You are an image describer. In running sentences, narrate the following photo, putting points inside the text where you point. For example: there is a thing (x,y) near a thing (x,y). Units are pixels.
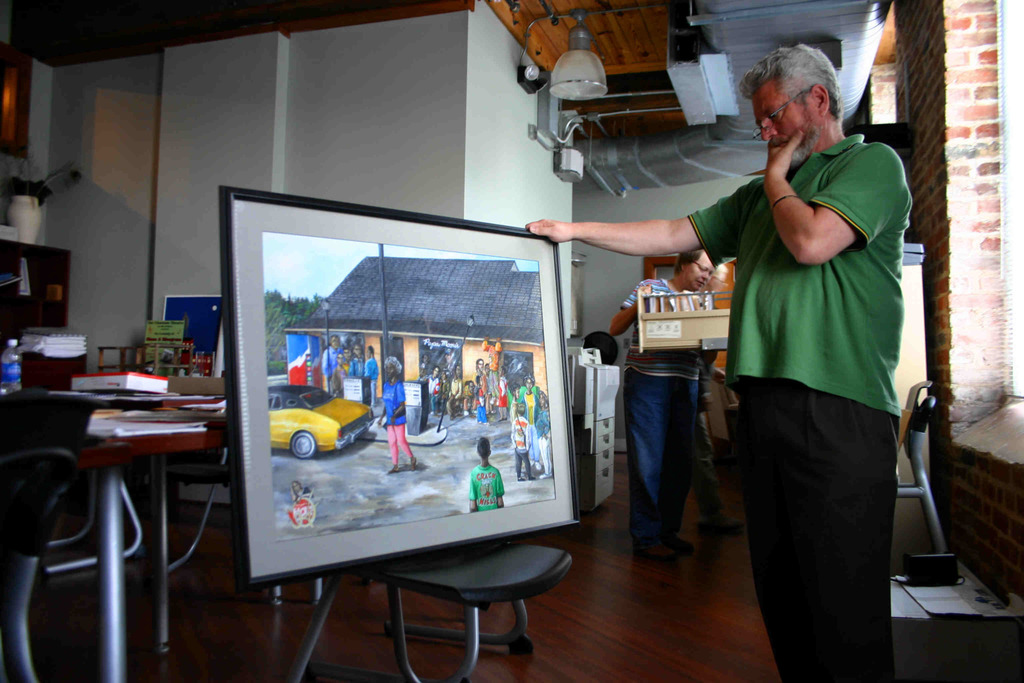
In the image we can see there is a man (792,272) who is standing and holding a photo frame (456,395) and behind there is another person (678,372) standing and holding a tray box (695,318).
